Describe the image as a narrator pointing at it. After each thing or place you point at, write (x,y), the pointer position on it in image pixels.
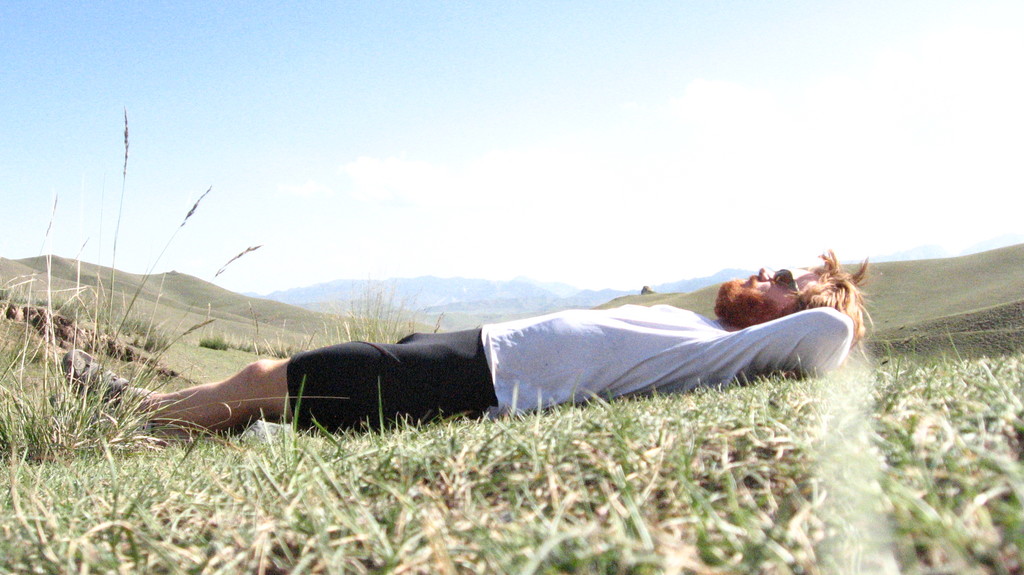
In this picture we can see a man (568,354) is lying on the grass (488,448). Behind the man (421,341) there are hills (523,312) and the sky (599,139).
